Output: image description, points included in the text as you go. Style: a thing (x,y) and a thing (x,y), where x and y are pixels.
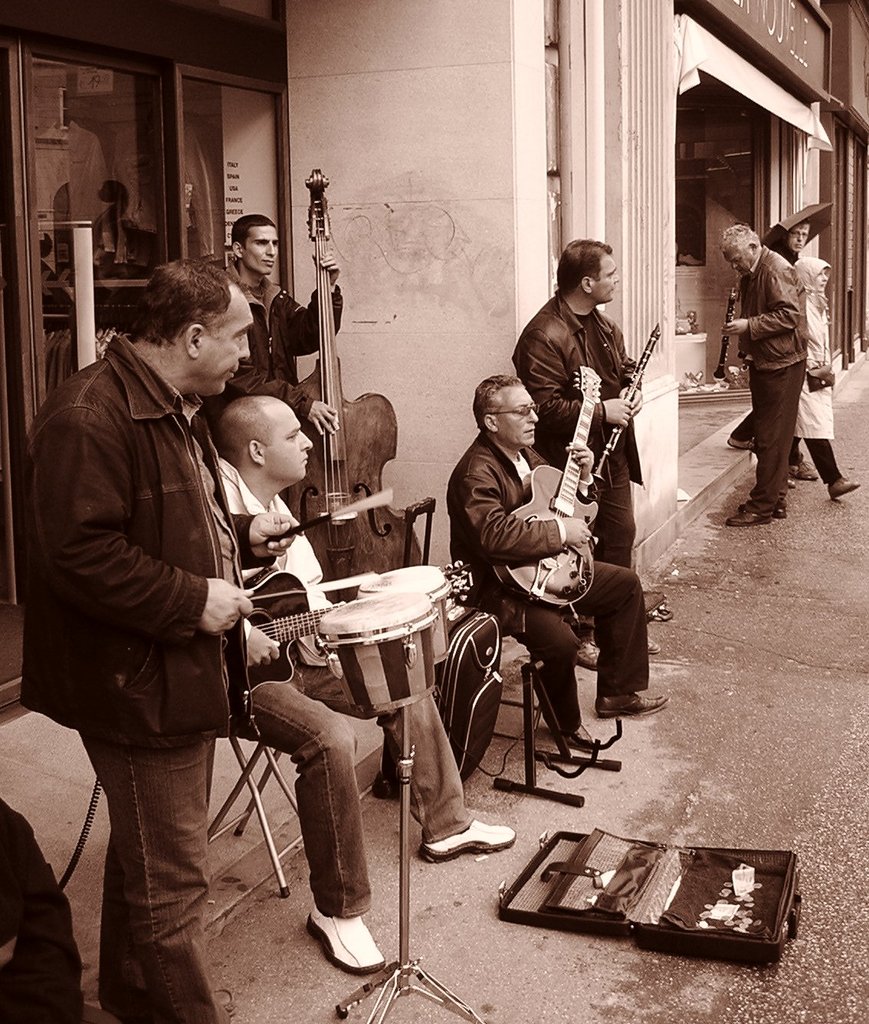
In the picture we can see six people (100,391) are standing and two (302,565) are sitting on the chairs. And one person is holding a guitar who is sitting and the other five members (51,559) are holding musical instruments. In the background (704,200) we can find a building (194,144), wall (355,291) and on the floor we can find something.
